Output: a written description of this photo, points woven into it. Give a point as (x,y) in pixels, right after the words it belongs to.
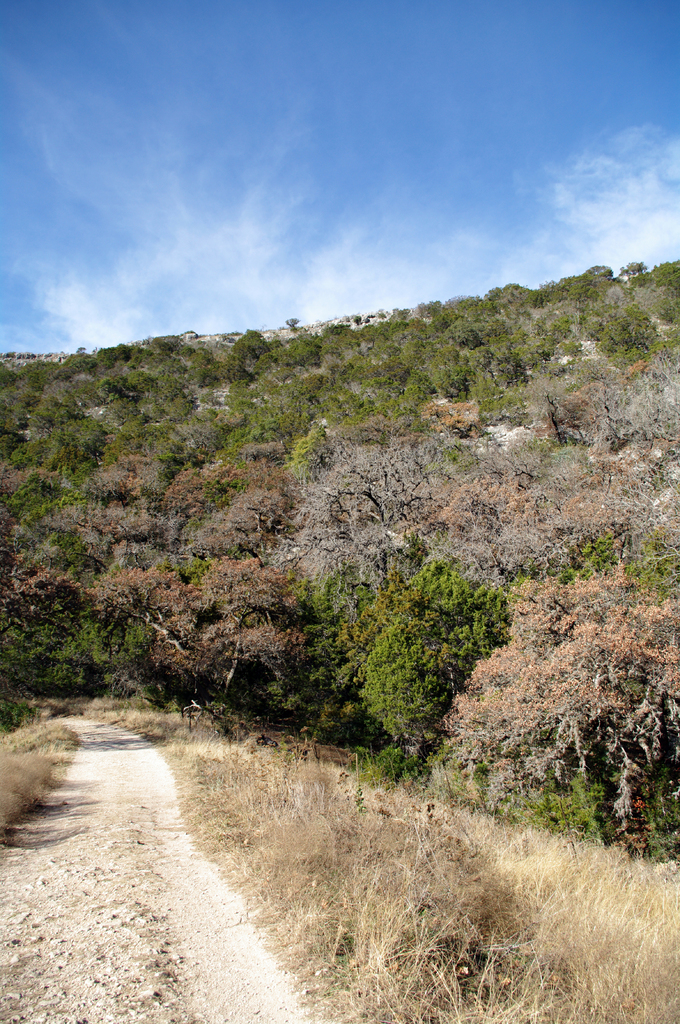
In this image we can see plants (326,490), trees (249,409), grass (247,809), stones (131,926), also we can see the sky (388,161).
